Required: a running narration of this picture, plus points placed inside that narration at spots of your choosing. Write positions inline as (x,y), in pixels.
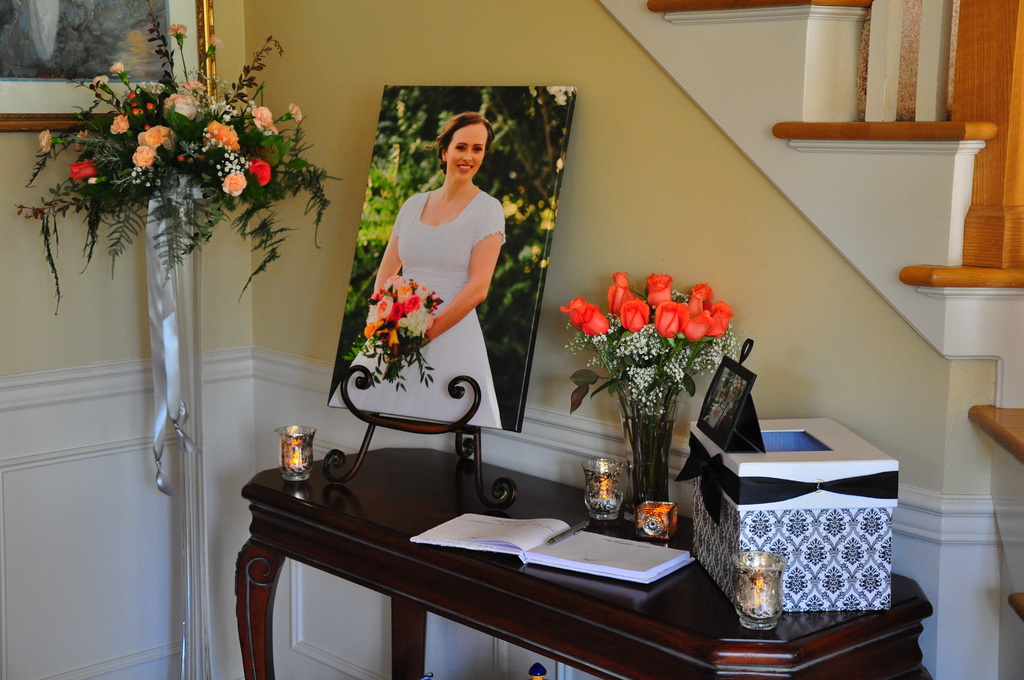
In this image i can see a table (445,516) with a book (549,528), a box (794,448), a flower pot (641,366) and a photo (400,303) on it.
